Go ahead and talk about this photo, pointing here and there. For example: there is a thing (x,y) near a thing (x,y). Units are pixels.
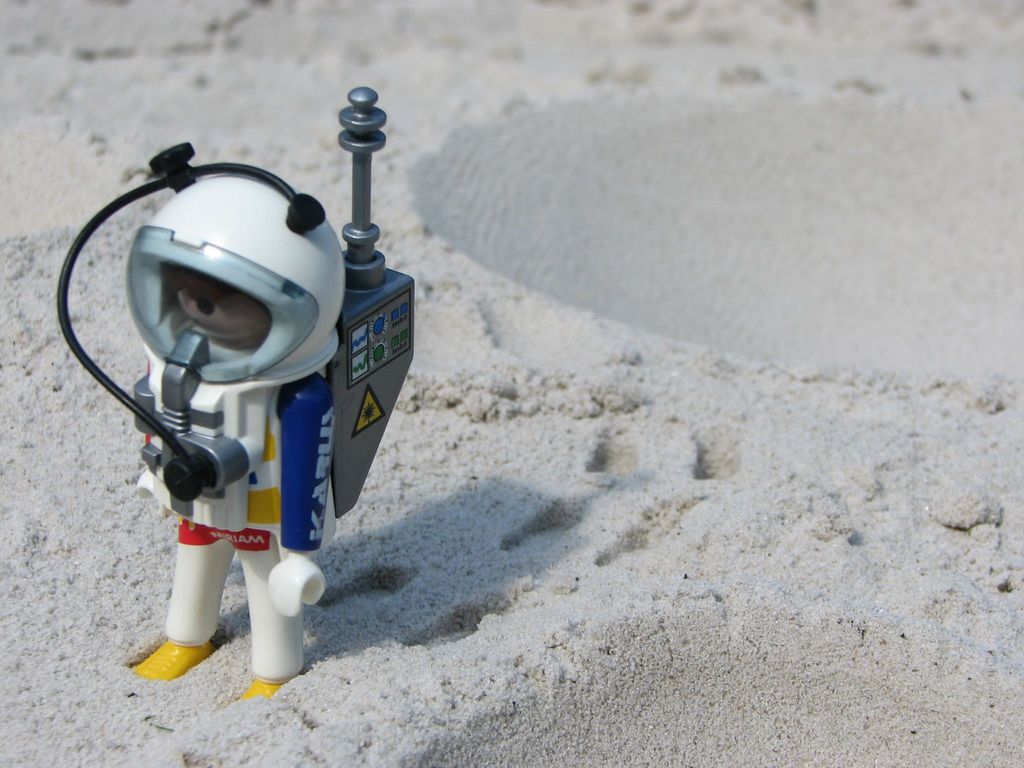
In this image we can see the depiction of an astronaut (332,435). In the background (463,361) we can see the sand (623,554).
